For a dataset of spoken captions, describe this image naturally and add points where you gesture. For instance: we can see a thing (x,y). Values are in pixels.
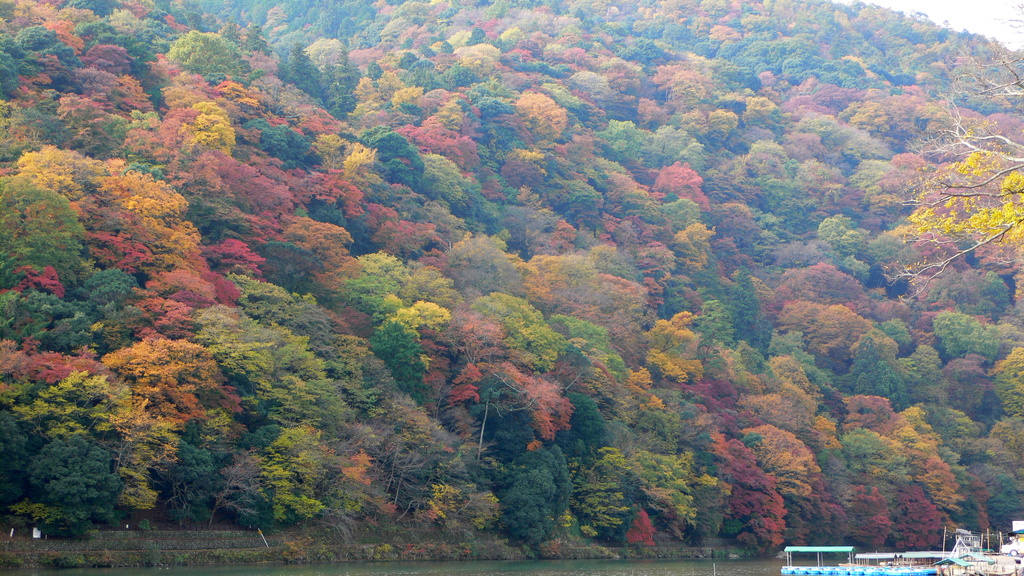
In this image we can see there are so many trees (315,45) of different color leaves (315,225). At the bottom (691,564) there is water (717,566) on which there is a boat (897,559). On the right side (945,225) we can see there are yellow leaves (969,168).
